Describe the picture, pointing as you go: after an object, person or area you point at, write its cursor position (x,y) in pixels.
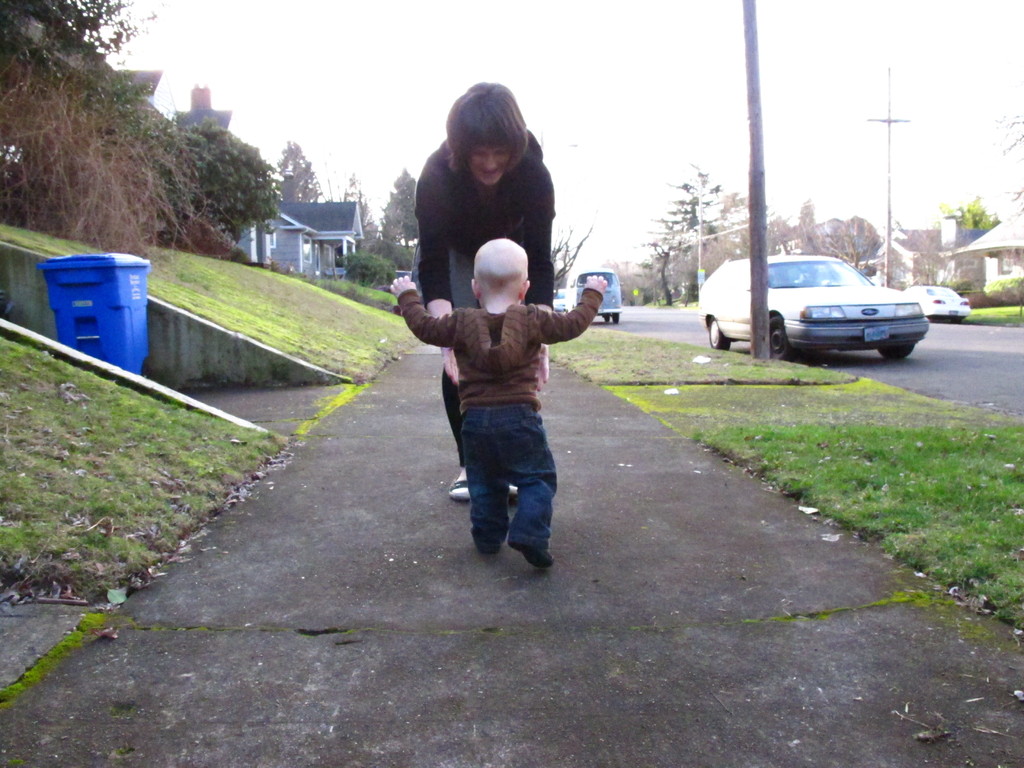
In the center of the image (477,414) we can see a lady (451,409) and a kid (474,537). On the right (786,320) we can see vehicles (722,307) on the road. There are poles (757,300). On the left (84,314) there are sheds (284,246) and we can see a bin (89,332). In the background (226,203) there are trees (639,287) and sky (594,88). we can see grass (907,452).
